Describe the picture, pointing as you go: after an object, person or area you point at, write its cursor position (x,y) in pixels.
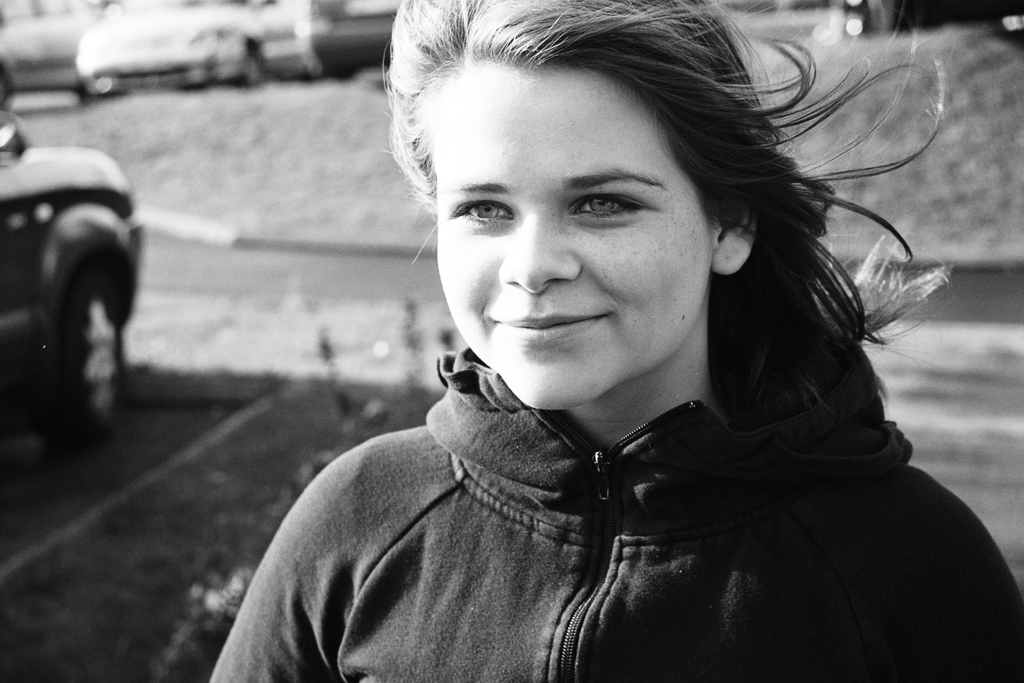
In this picture we can see a girl (310,537) wearing black color jacket (501,537) standing and giving a smile into the image. Behind we can see some cars (130,47) are parked.
